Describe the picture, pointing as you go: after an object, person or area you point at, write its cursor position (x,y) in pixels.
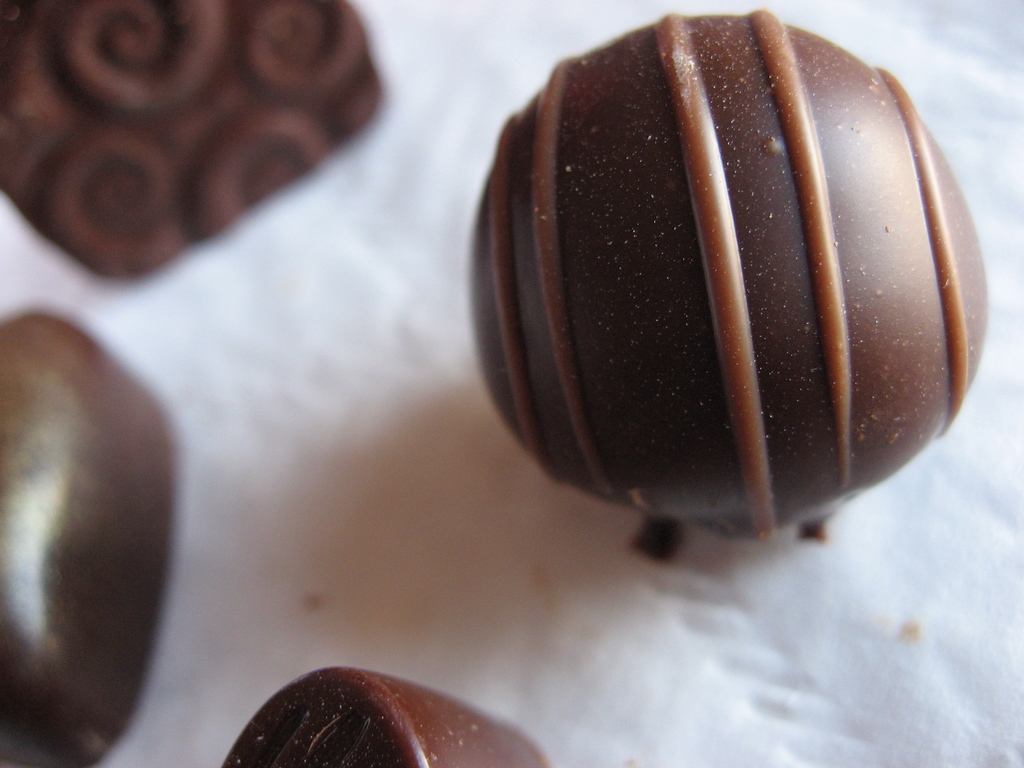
In the picture we can see a chocolate (604,420) which are brown in color with some paste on it and they are placed on the white colored tissue (446,386).
